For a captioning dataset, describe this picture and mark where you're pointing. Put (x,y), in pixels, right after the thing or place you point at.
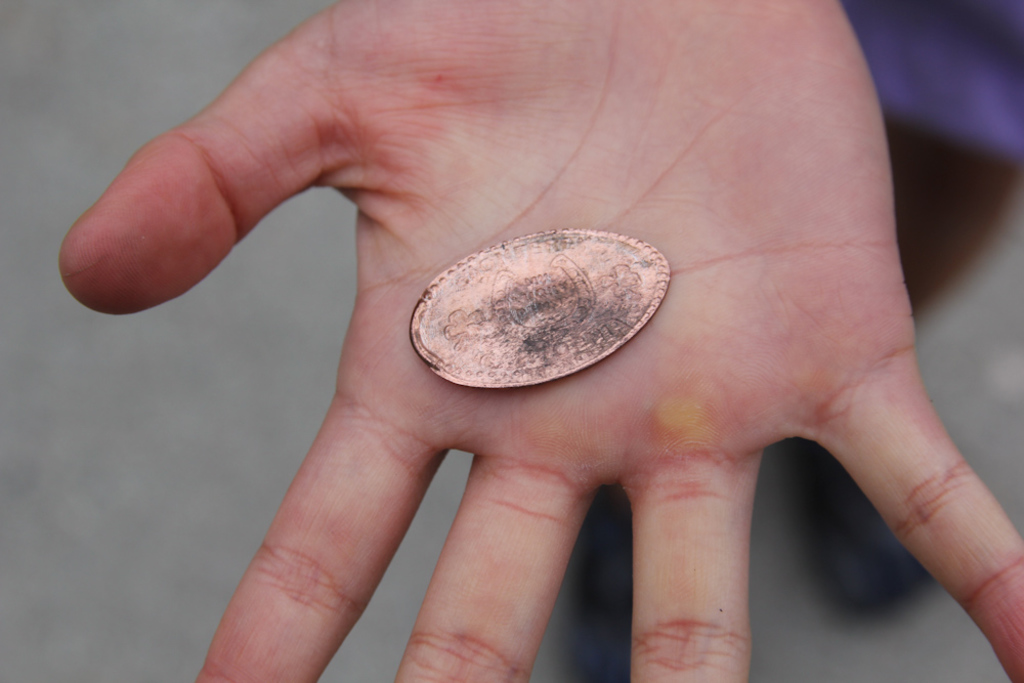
In this image there is one person's hand (371,332) as we can see in this image and there is a coin (546,334) in this person's hand (489,198).
